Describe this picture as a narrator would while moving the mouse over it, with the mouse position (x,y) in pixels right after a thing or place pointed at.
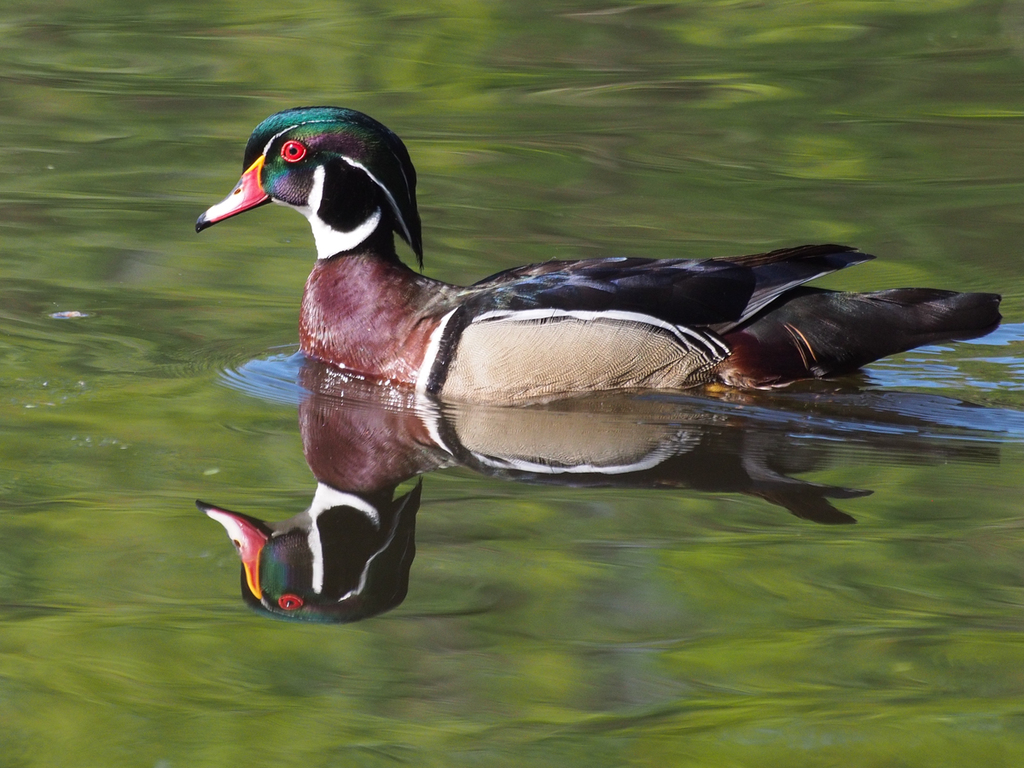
In the image there is a bird (789,374) swimming in the water (626,411).
